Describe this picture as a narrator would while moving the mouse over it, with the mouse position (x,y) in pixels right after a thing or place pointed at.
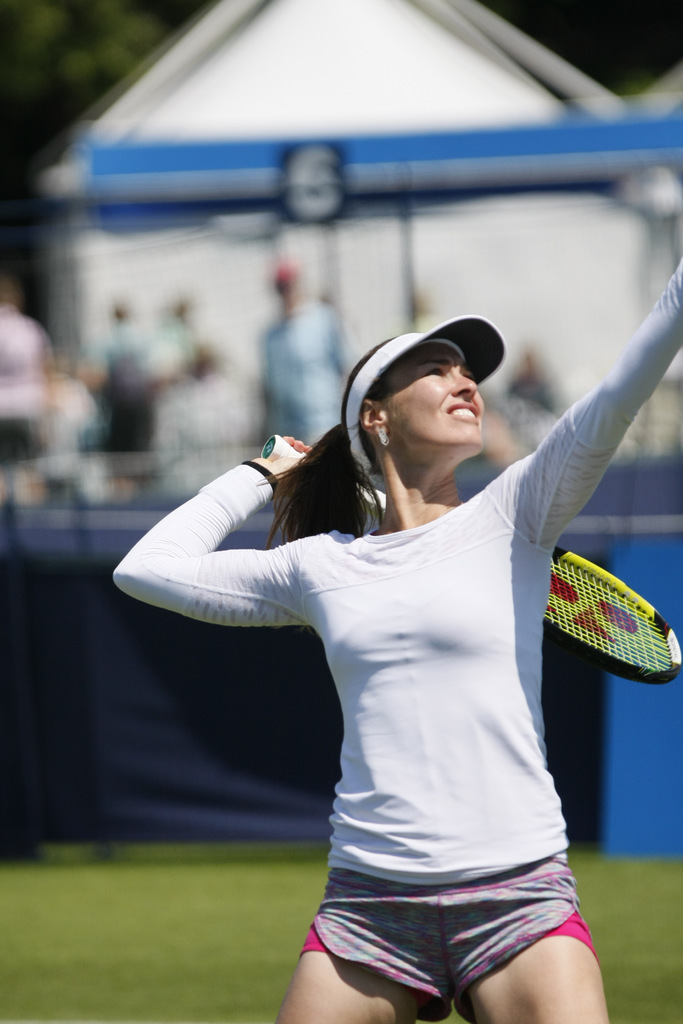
In this image I can see a person (354,609) is on the ground (207,927) and holding a racket (661,653). She is wearing a white t-shirt (339,592) and a cap (445,337). And background (160,348) it is blurry.
